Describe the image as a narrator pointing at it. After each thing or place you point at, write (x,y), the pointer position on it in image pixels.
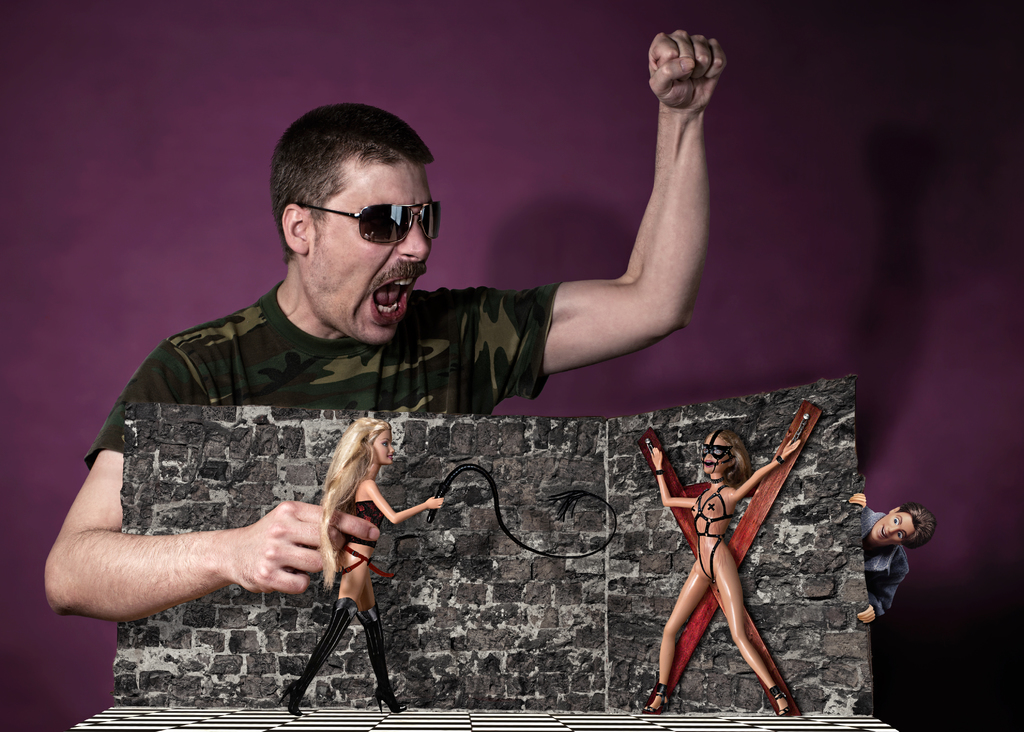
In this image in the front (384,527) there are toys (367,547) and in the center (437,404) there is a man (353,334) standing and holding a toy (331,516).
